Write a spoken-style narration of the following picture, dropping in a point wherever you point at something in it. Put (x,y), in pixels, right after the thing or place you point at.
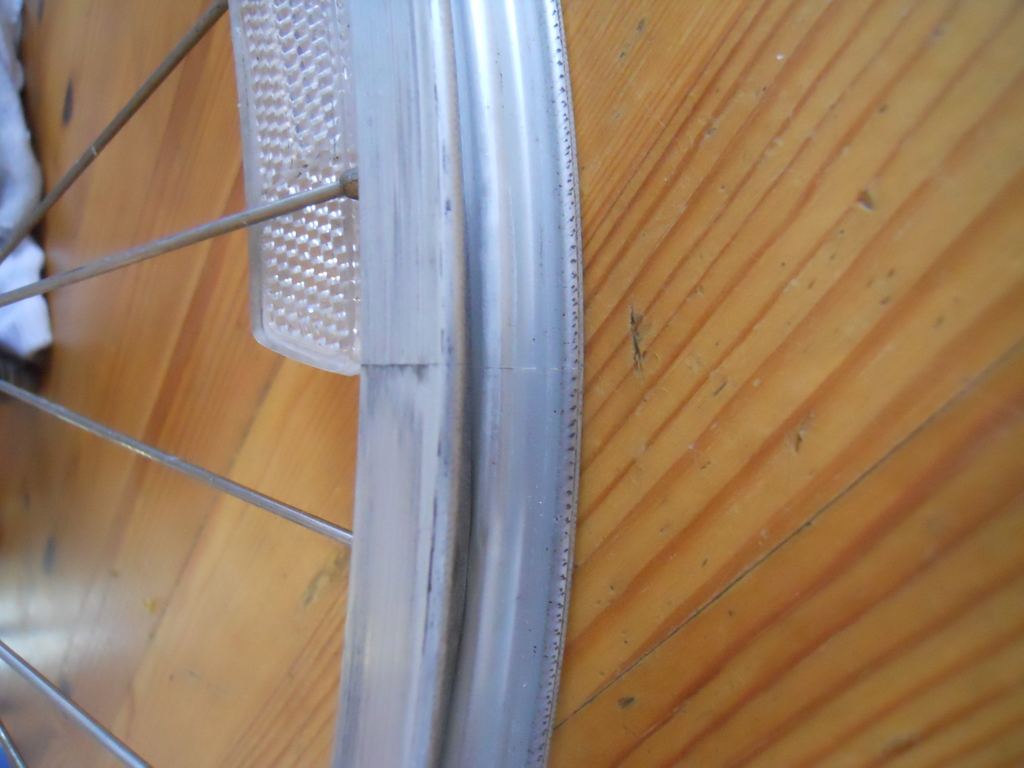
In this picture we can see bicycle wheel (403,491) without rubber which is placed on the wooden floor (716,543). On the top left corner (10,7) we can see cloth (11,83).
